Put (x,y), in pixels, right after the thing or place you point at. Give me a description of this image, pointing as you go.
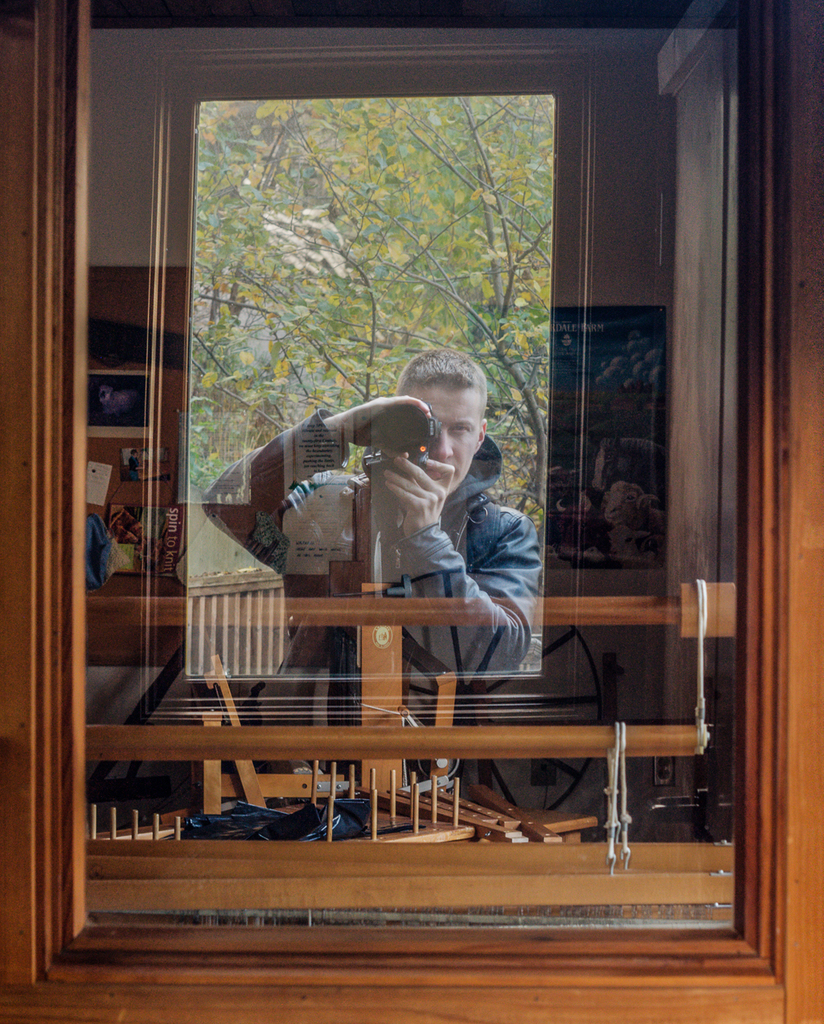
In this image there is a glass window (412,586) through which we can see a person (416,477) holding the camera (407,435). We can see trees (324,320) and a few other objects (365,720).
